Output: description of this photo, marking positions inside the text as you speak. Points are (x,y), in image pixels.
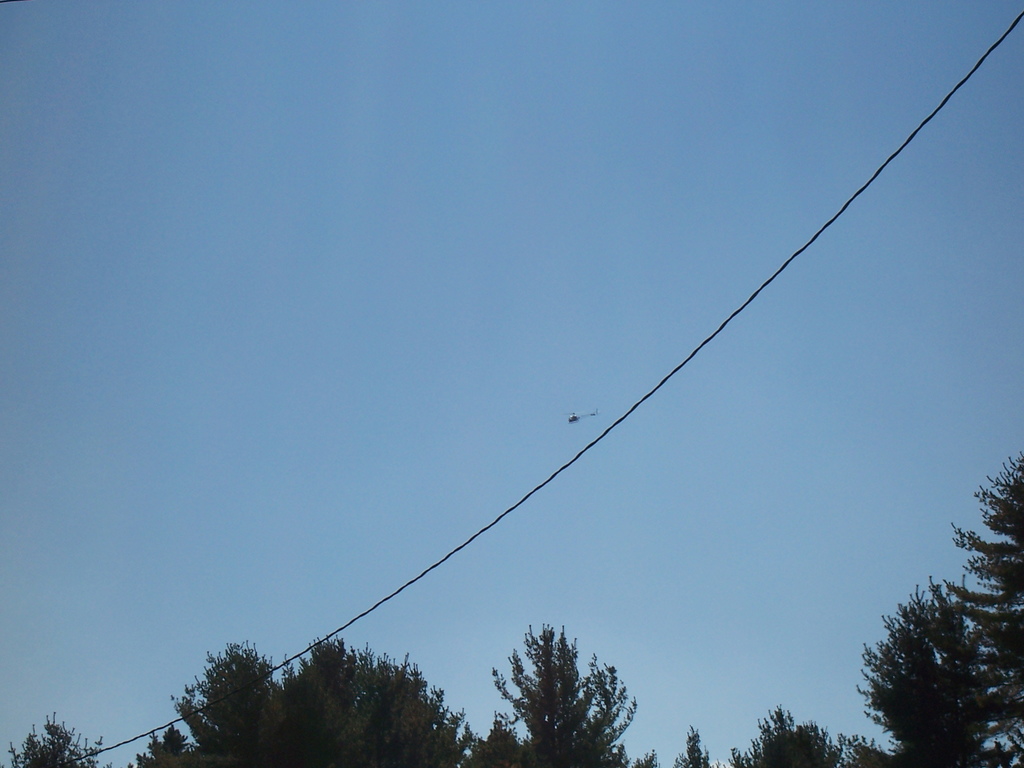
It's a sky (571,225) which is in blue color. On the down side there are green trees (494,759).
